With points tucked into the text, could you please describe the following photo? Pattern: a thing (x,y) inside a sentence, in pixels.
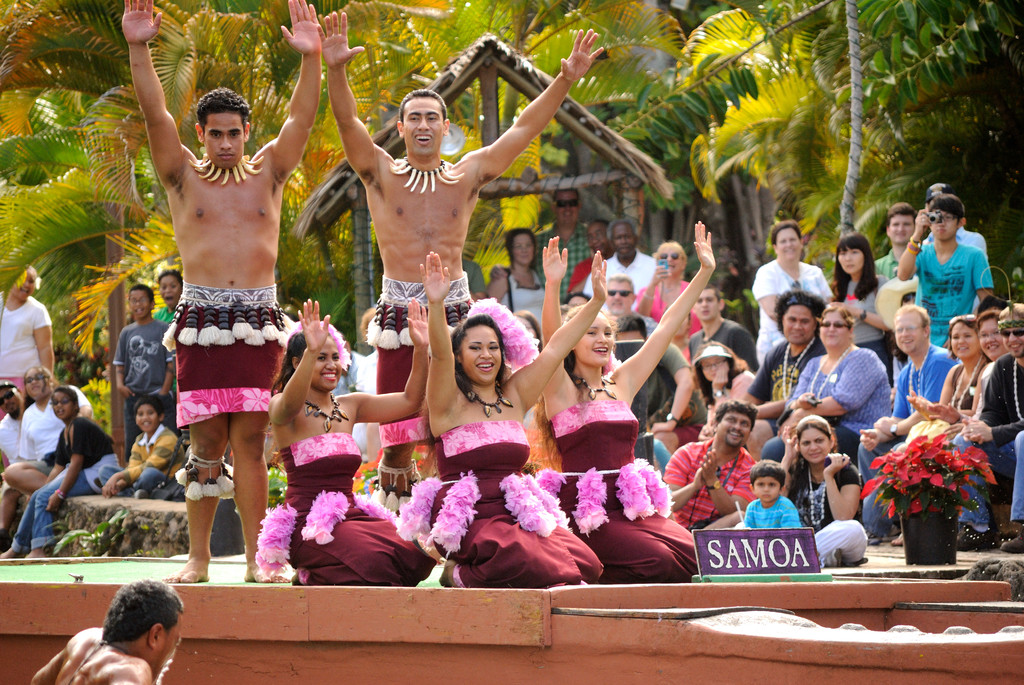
In this image, there are a few people (799,295). Among them, some people (568,429) are on the stage (808,584). There are a few trees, a shed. We can also see some plants (929,487) in a pot (923,518) and a board (778,571) with some text (751,556).
